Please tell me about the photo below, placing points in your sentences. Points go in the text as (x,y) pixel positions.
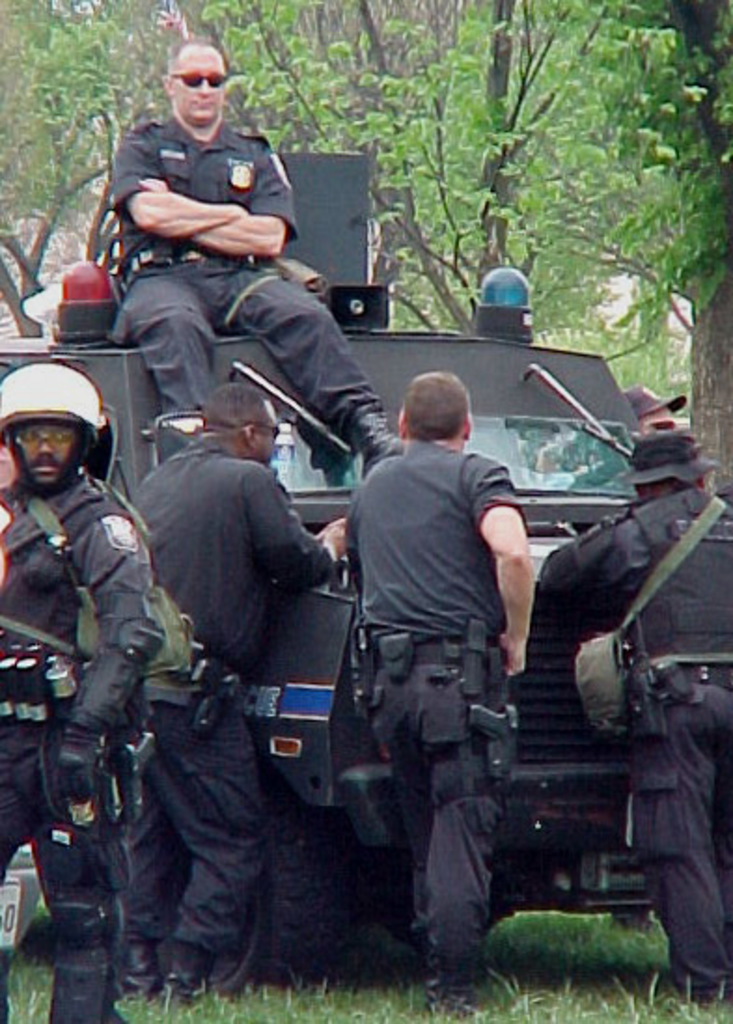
There are four persons (202,656) standing and wearing a uniform (379,716) at the bottom of this image (372,701). The person (94,652) standing on the left side (83,593) is wearing a white color helmet (66,402), and there is a vehicle (544,503) in the background (527,452). There is one person (198,317) sitting on this vehicle (480,392), and we can see there are some trees (433,135) at the top of this image (487,132).
